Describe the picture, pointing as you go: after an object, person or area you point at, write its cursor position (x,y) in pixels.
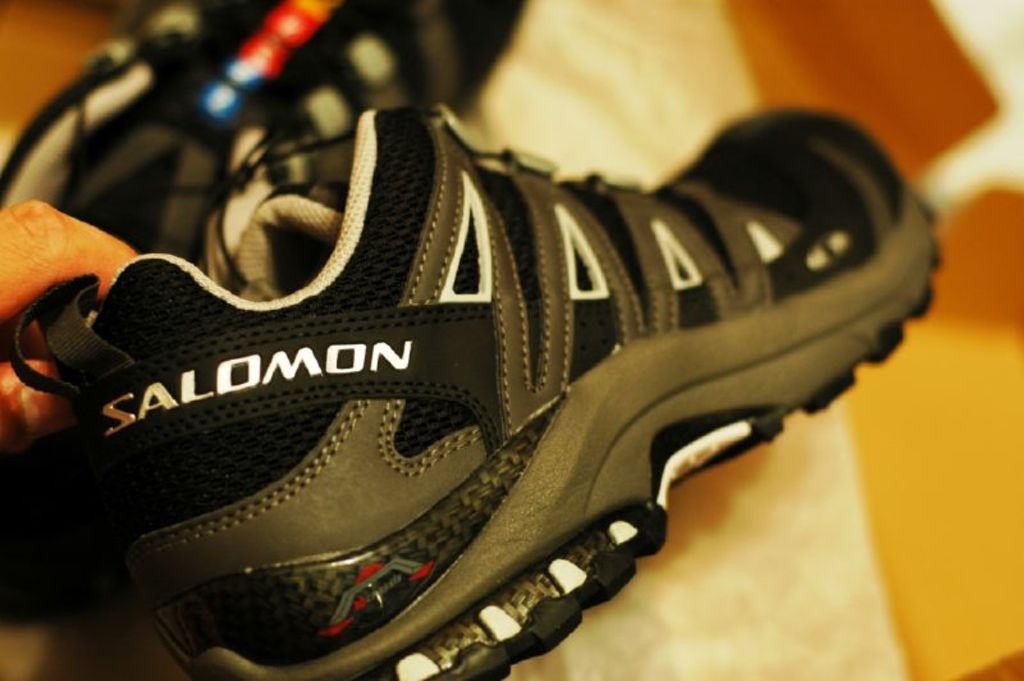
In the picture we can see a pair of shoe (535,557) on it, we can see black and grey in color and a name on it as salomon and one is held over a box (977,493).
